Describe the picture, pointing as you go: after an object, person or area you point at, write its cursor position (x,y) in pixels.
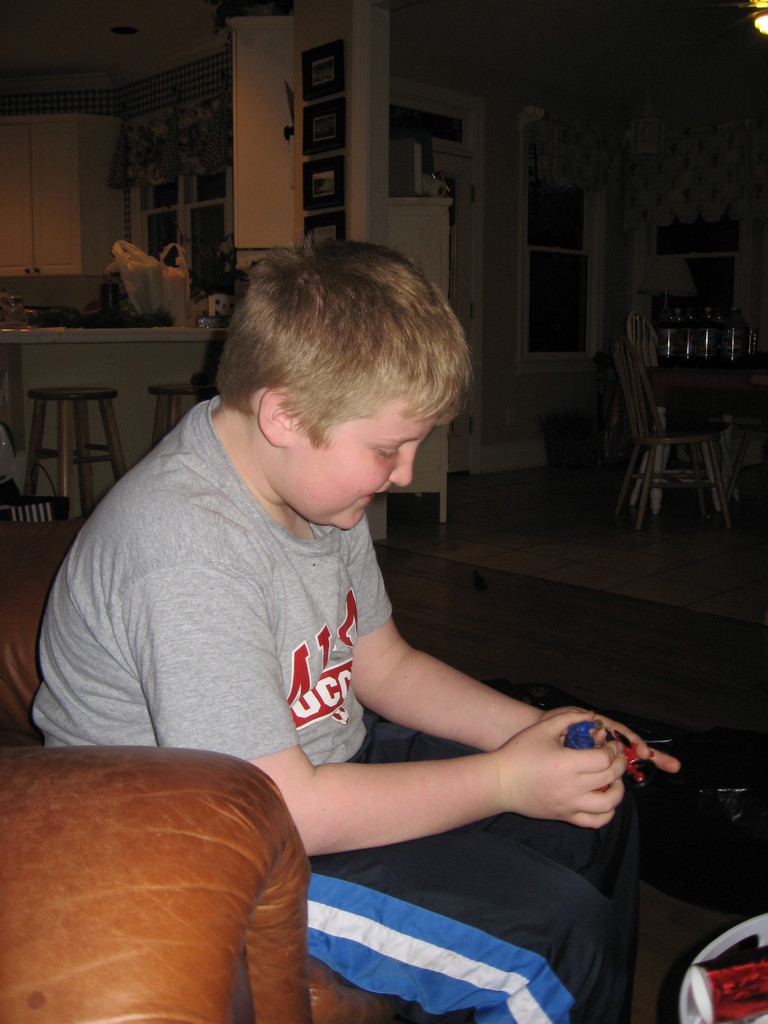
This boy (302,616) is sitting on a couch (278,831) and holding a toy (641,763). At the background (340,127) we can able to see tables (90,334), pictures (329,158) on wall (349,124), window (205,198) with curtain (185,148), cupboards (42,227), chairs (49,410) and bag (39,505). On this tables (694,388) there are things (718,348).
